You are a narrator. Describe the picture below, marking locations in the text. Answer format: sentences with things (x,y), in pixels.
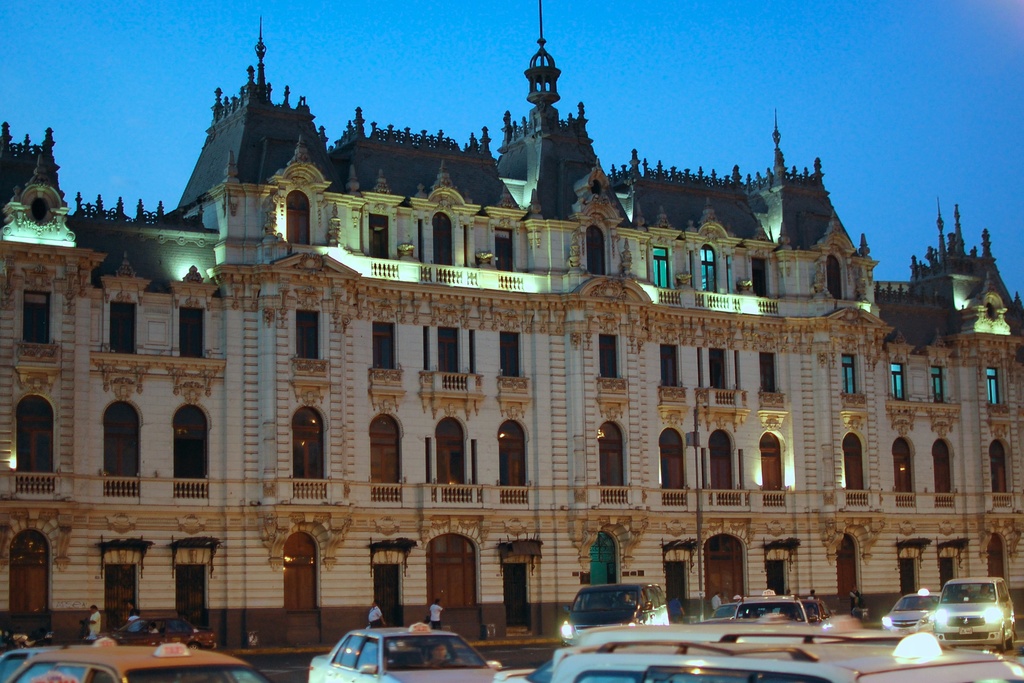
In the foreground of the image (437,610) we can see cars (111,639) and some persons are walking on the footpath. In the middle of the image (650,310) we can see a big building (668,532). On the top of the image (701,104) we can see the sky (705,70).
